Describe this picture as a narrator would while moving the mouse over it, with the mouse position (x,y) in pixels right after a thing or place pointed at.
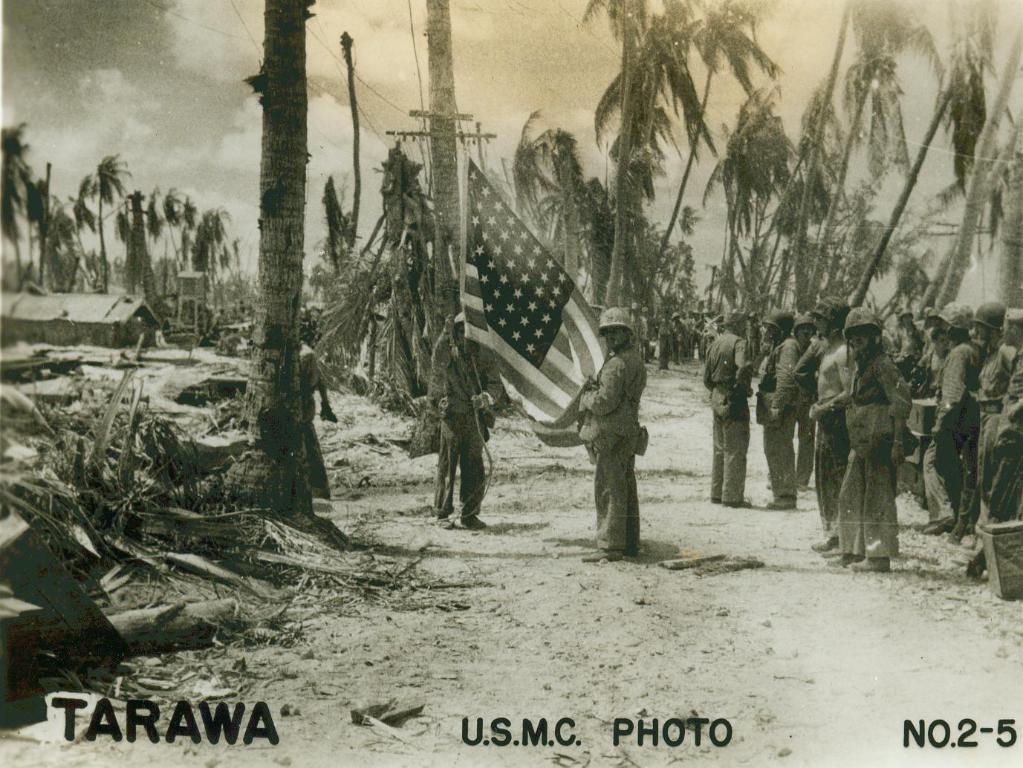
At the bottom (477,719) I can see a text (587,731). In the middle (493,413) I can see a group of soldiers (601,388), flag (562,338) and trees (393,271). On the top (467,65) I can see the sky (411,126). This image is taken during a day.
